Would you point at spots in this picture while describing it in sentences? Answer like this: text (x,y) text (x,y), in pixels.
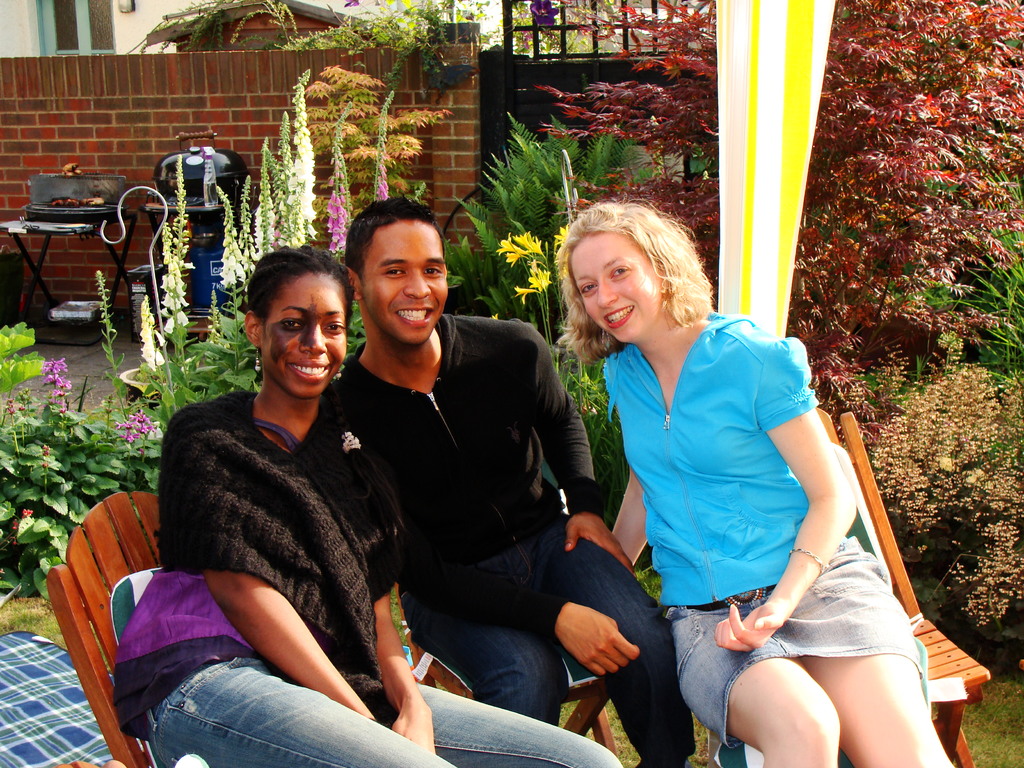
In this image there are people (535,596) sitting on chairs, in the background (918,152) there are plants (903,150), behind the plants (304,181) there is a wall (251,96), near the wall (207,101) there is a grill (56,217) on stand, behind the wall (131,62) there is a building (266,19).
